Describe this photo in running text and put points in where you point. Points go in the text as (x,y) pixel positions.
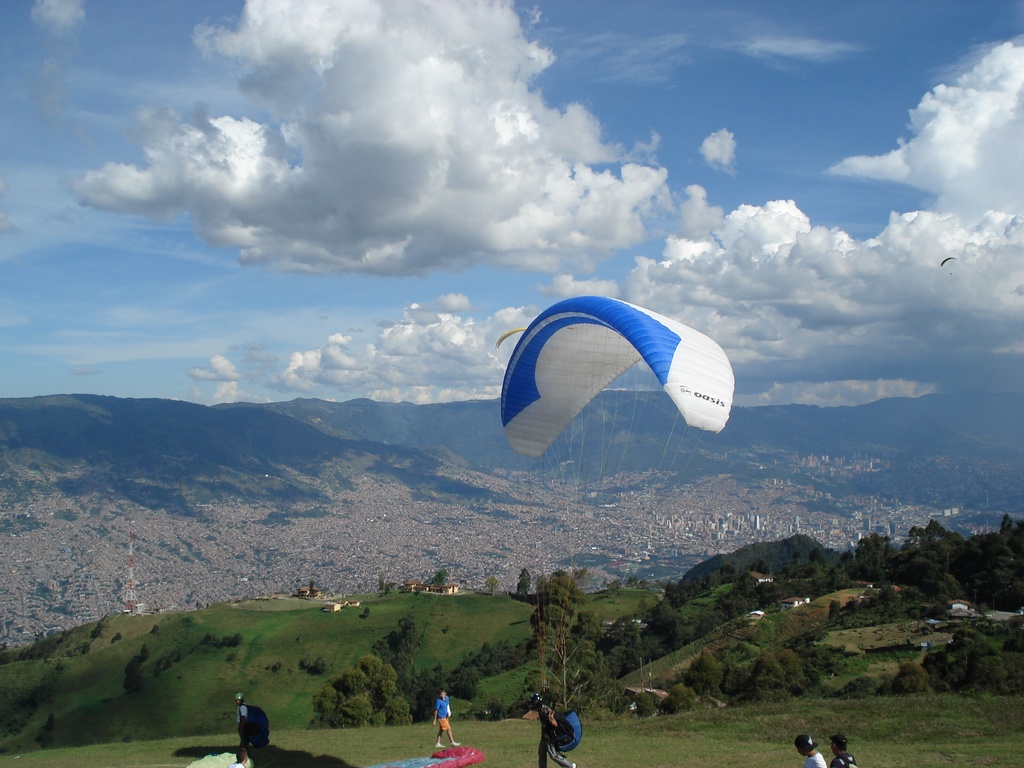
In this image we can see the paraglider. And we can see some people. And we can see the grass (221,729), trees (804,560). And we can see the hill (168,401). And we can see the clouds (536,204) in the sky (478,224).
